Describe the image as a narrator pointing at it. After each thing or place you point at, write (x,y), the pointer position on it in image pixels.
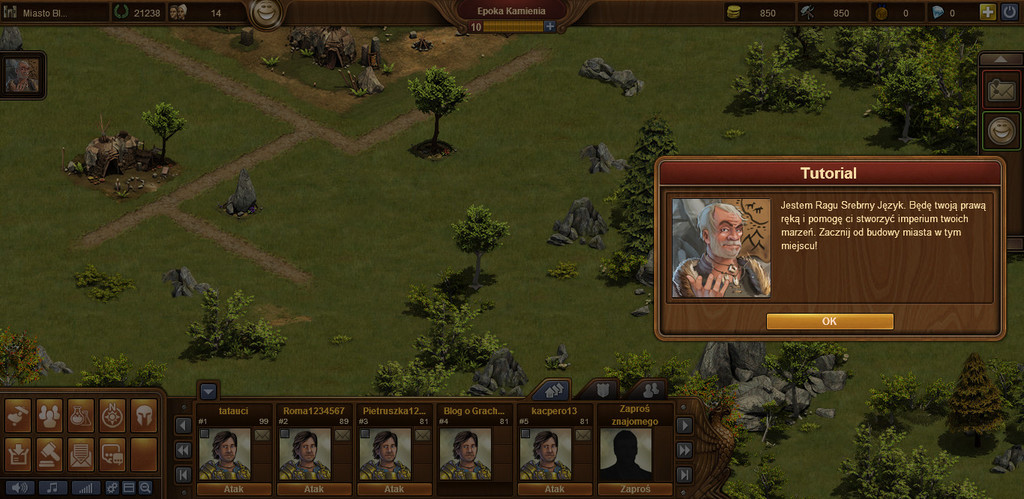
This is an animated image. I can see a pop-up notification (741,276) with words (803,233) and picture (735,261) of a person (735,261). Behind the notification (779,255), there are trees (438,132), plants (924,409) and rocks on the grass (851,393). At the top (172,15) and bottom of the image (296,492), I can see the symbols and people (404,475).
